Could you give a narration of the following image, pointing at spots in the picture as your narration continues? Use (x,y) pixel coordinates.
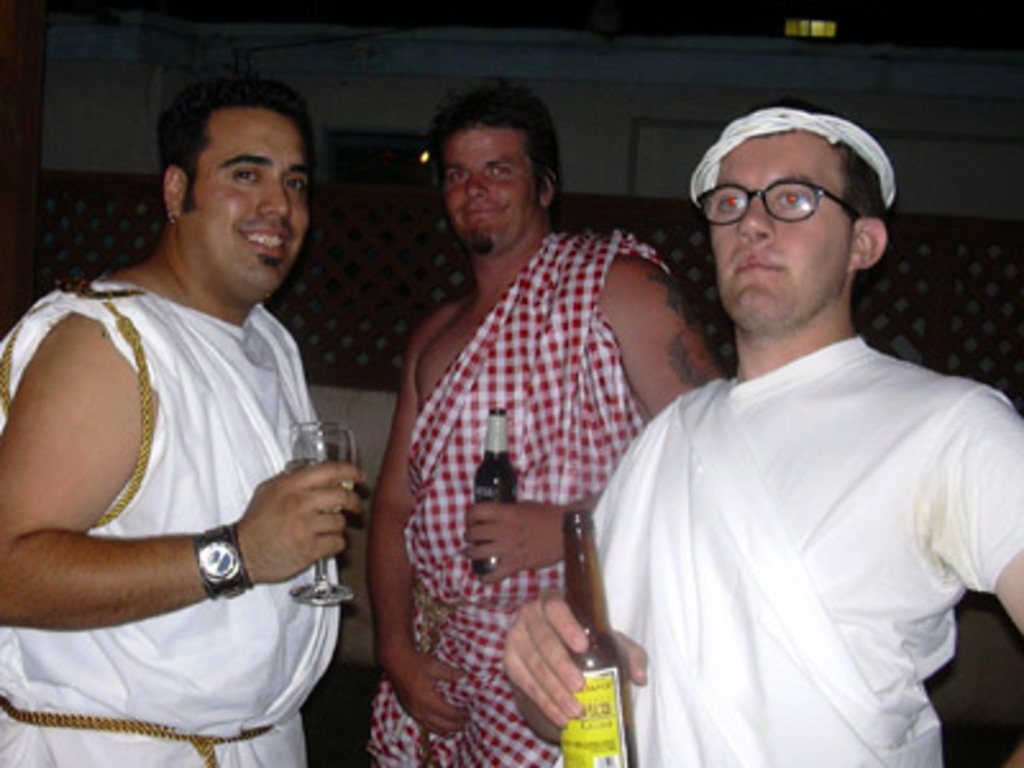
In this image I can see 3 men (567,452) standing. The person (143,413) on the left (340,436) is holding a wine glass (329,454) and 2 other people (521,531) are holding glass bottles (591,738).
